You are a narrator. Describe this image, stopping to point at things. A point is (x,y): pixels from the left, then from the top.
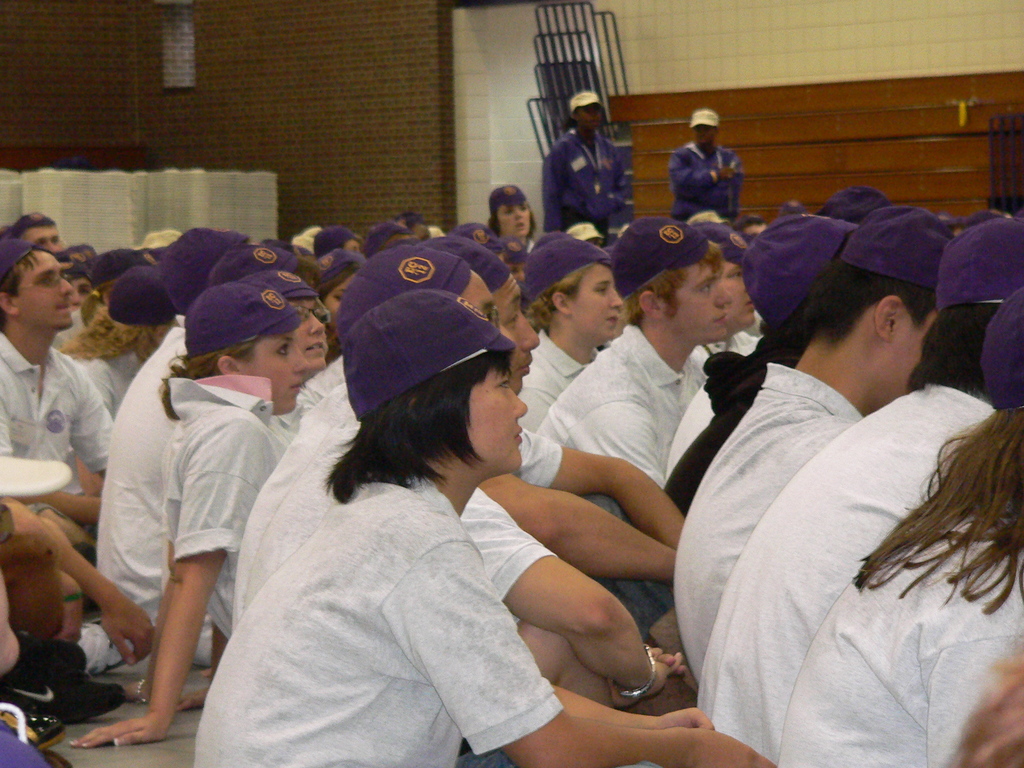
In this picture there are persons (335,400) sitting and standing. In the background (307,78) there is a wall (318,85) and there is an object (143,188) which is white in colour and there are grills (562,58) which are black in colour.
